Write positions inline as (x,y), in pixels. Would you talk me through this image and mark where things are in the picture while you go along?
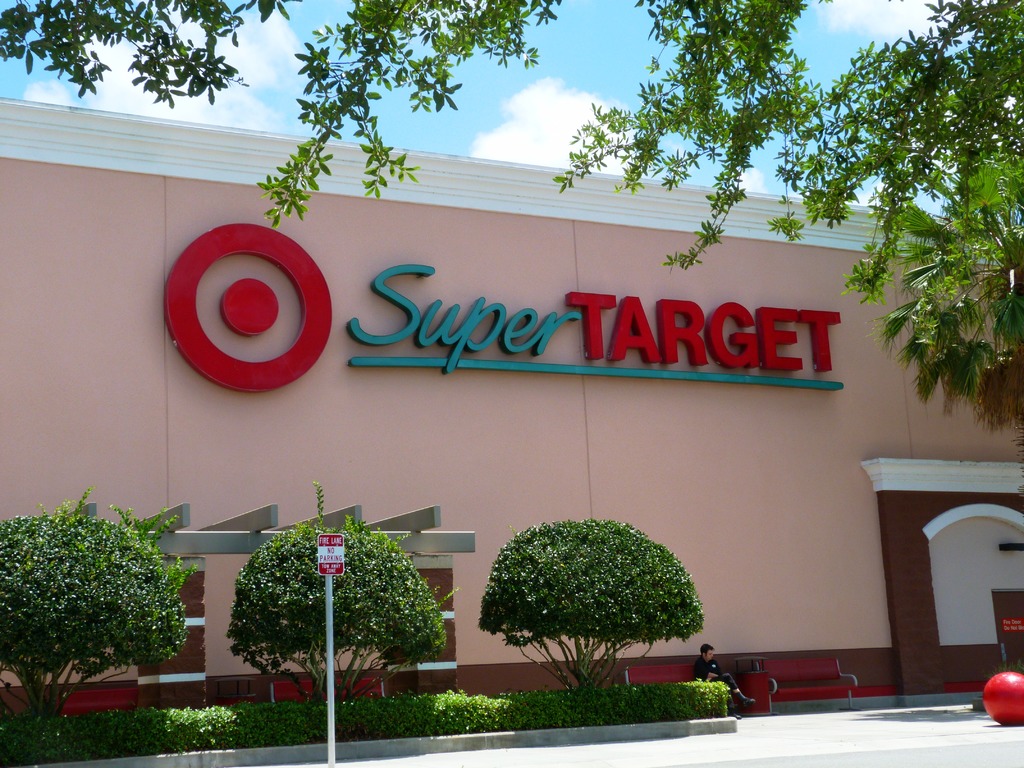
In this image we can see a building (638,435) with some text (421,311) on it. There are plants (357,593). There is a pole (327,536). There is a person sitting on the bench (645,676). To the right side of the image (1004,718) there is a red color spherical object (994,679). There are trees (969,117). At the bottom of the image (858,757) there is road (855,748).
